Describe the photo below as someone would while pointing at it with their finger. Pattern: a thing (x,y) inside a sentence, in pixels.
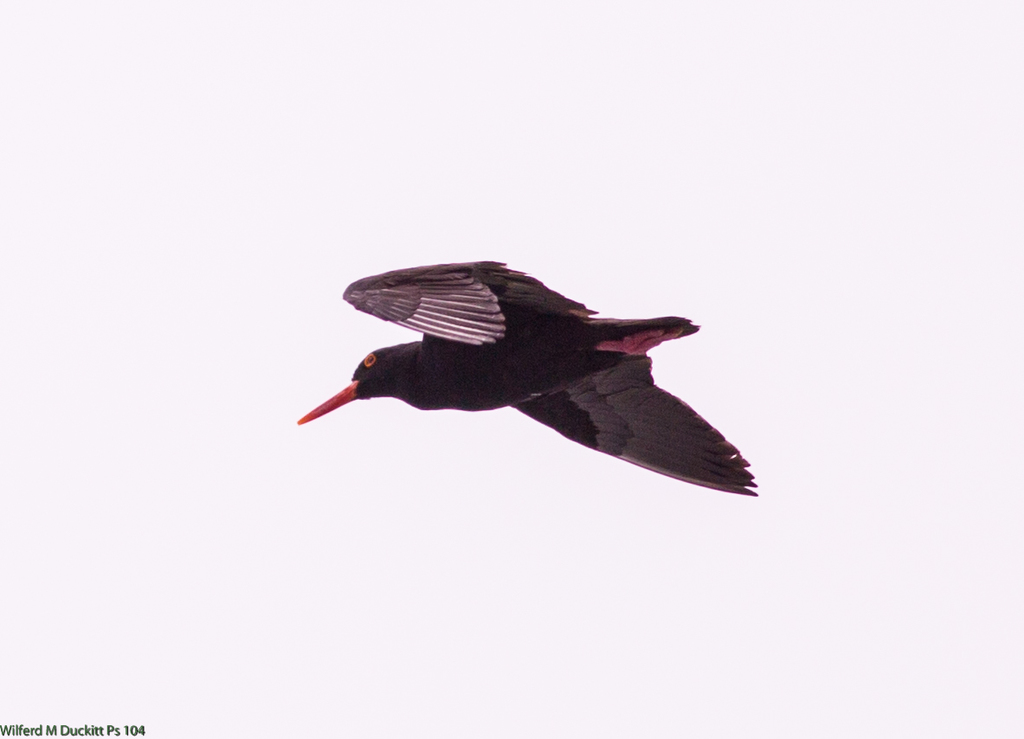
In this picture I can see a bird (454,300) flying, there is white background (110,535) and there is a watermark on the image.
